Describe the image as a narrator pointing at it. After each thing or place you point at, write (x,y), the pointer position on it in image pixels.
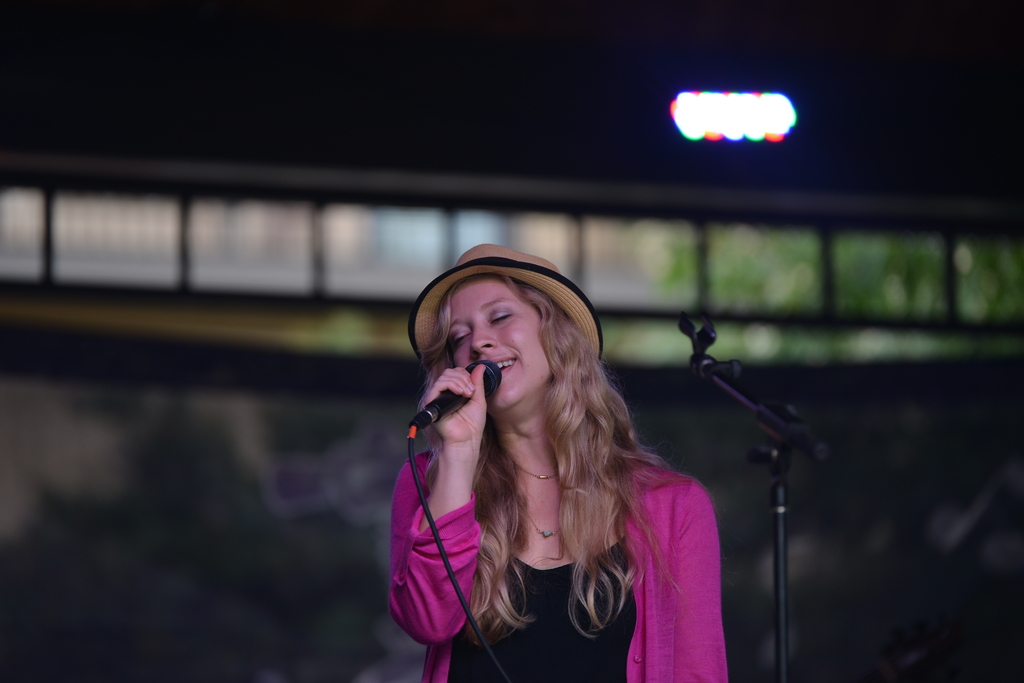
In this image the girl (704,566) is singing with a mic (491,369) in her hand (457,388). In the background (727,103) there is lights (734,114).
